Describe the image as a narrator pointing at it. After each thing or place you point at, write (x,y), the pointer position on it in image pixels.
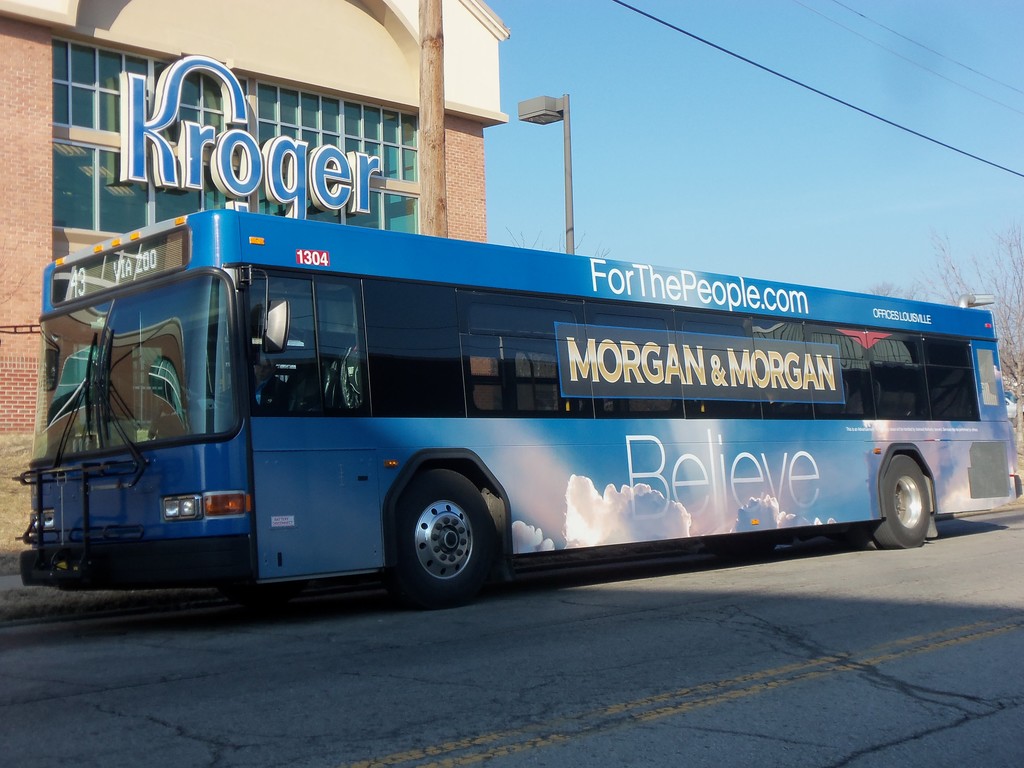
In this image I see a bus (692,361) over here which is of blue in color and I see something is written on it and I see the road (603,658). In the background (9,346) I see the building (59,186) on which there is something written too and I see a pole (558,100) over here and I see the wires (960,65) and the trees (959,277) and I see the sky (824,88).
